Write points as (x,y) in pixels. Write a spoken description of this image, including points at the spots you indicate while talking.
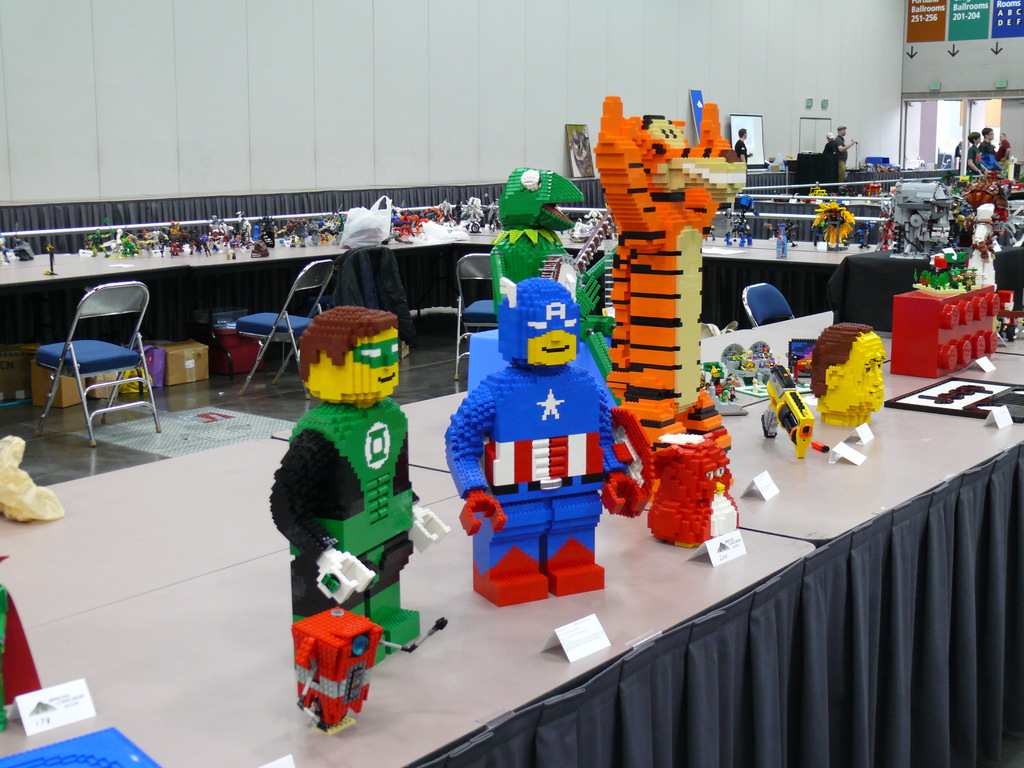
In this picture I can see number of tables (466,235), on which there are number of Lego toys (572,294) and I can see few chairs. In the background (66,186) I can see the wall (438,181) and I see something is written on the top right corner of this picture (936,22).
